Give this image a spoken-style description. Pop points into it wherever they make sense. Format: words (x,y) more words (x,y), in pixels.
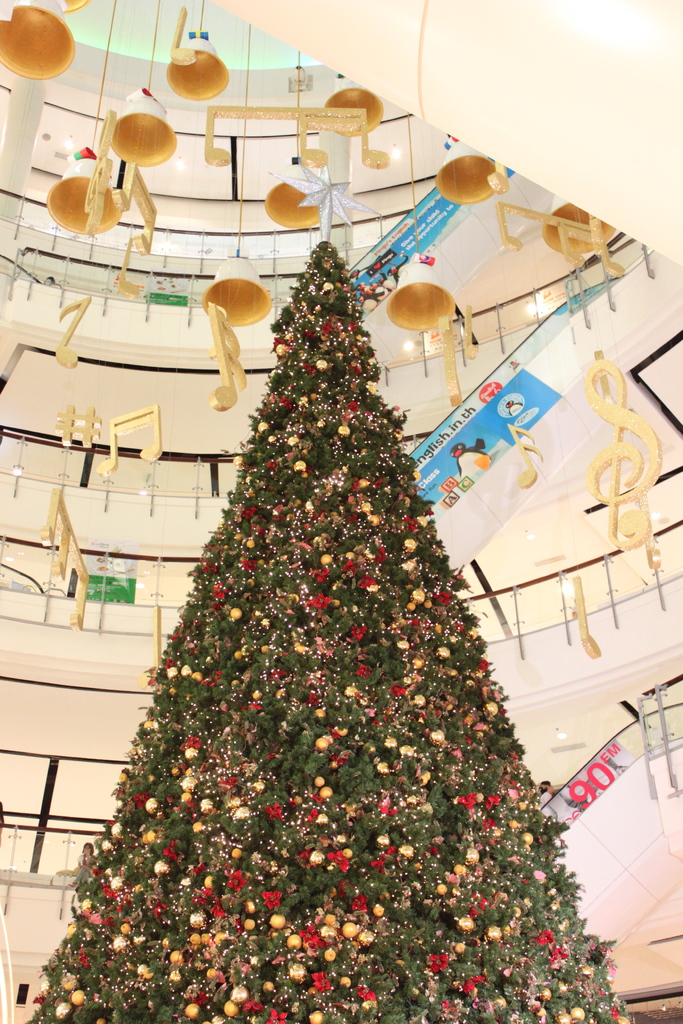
In the center of the image (340,537) we can see the Christmas tree (247,702). In the background (230,91) we can see the building (576,317) with railing (46,440). We can also see the decoration items (589,228) hanged from the ceiling (264,56). We can also see the banners (377,265) with text (488,393).
